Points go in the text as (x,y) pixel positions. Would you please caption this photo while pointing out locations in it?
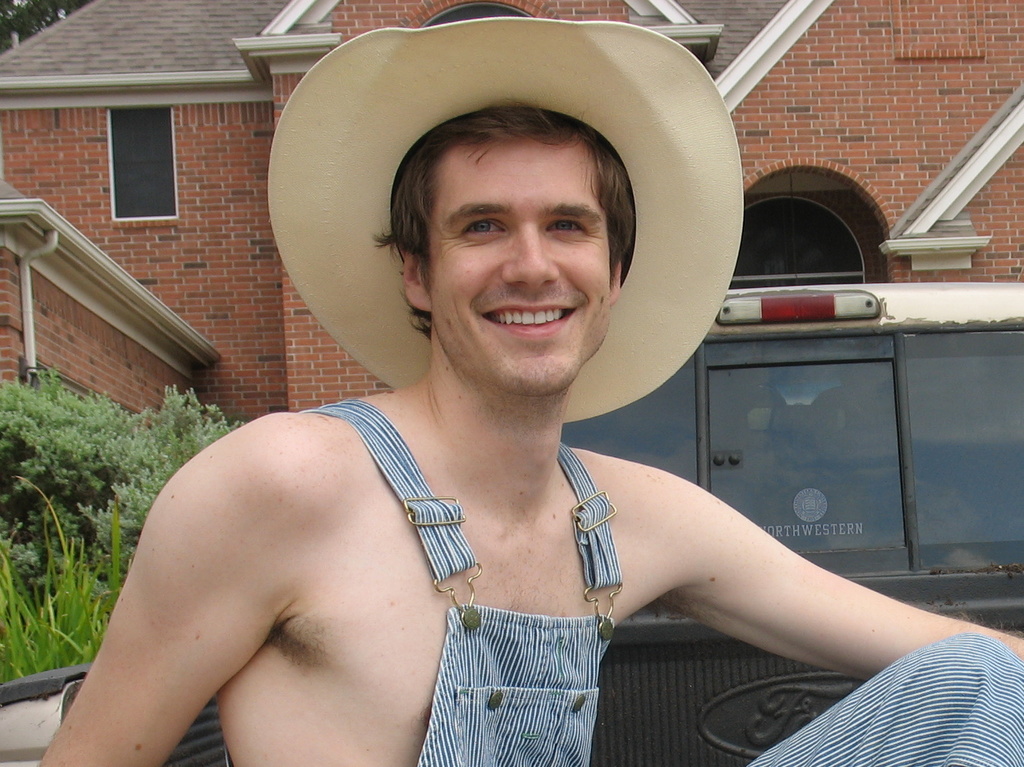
In this image I can see a person (395,469) with hat (276,147). There is a building (72,374), a vehicle (797,359) and also there are plants (97,516).
